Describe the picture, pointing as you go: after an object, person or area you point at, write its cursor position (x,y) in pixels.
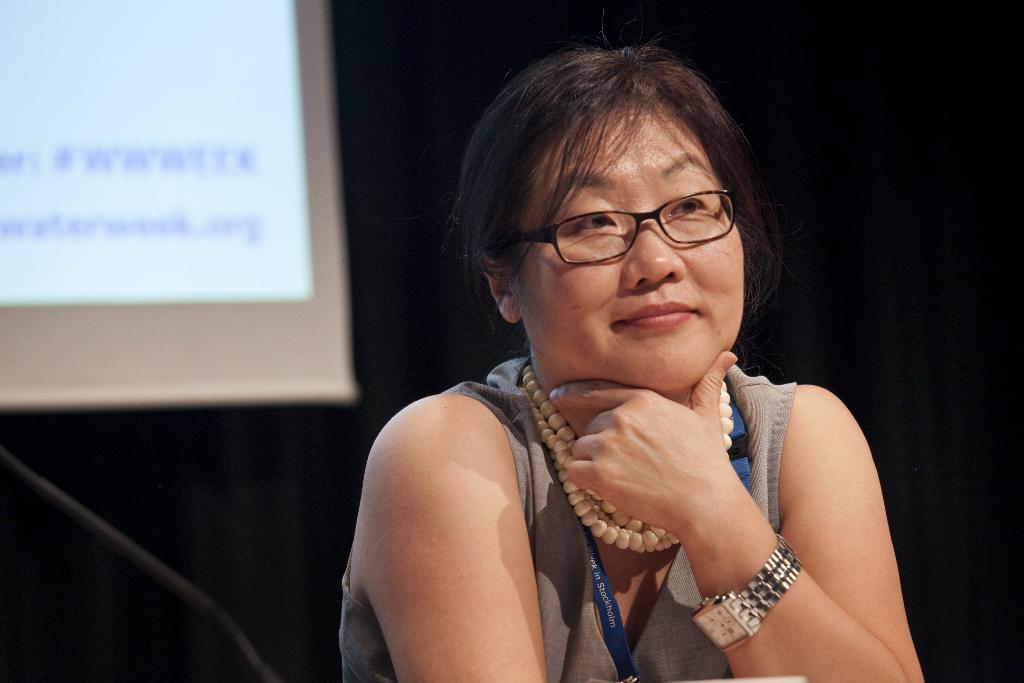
In this image there is one women (631,486) in the bottom of this image (597,532) is wearing some necklace (598,505) and a watch (742,610). There is a black color curtain (434,105) in the background (424,161). There is a white color screen (243,234) on the left side of this image (134,254).
